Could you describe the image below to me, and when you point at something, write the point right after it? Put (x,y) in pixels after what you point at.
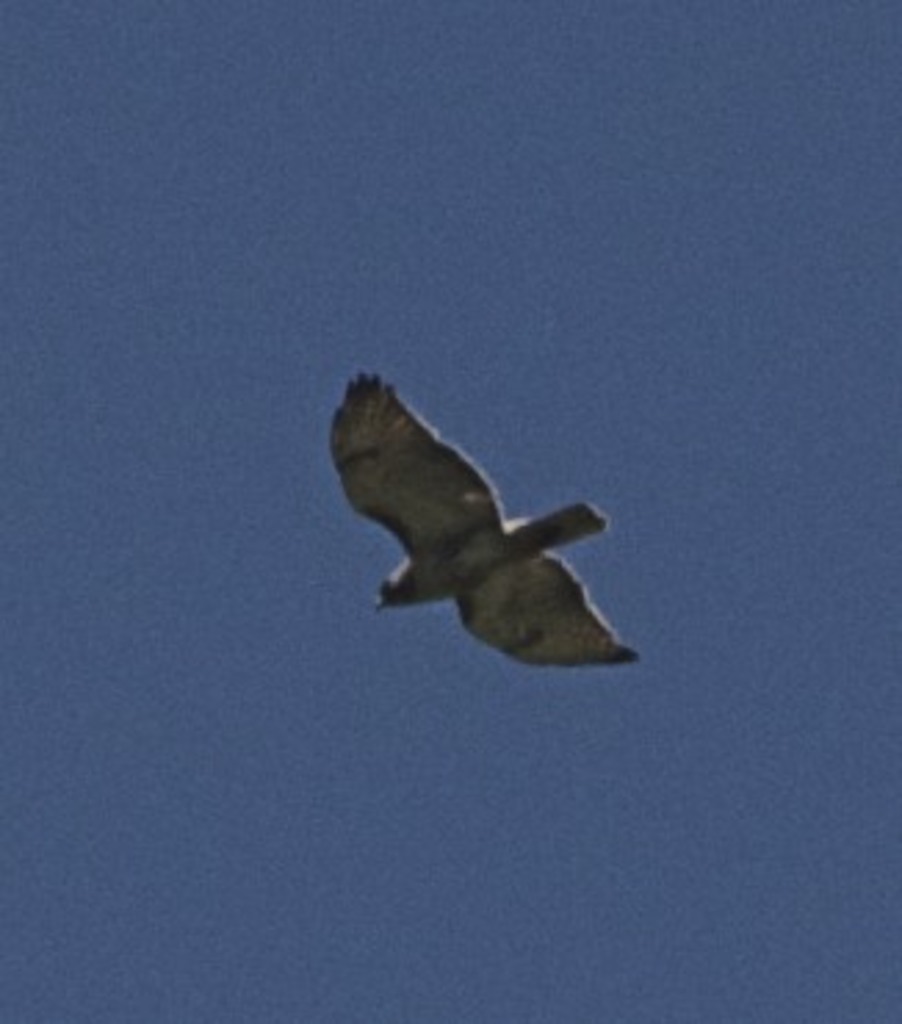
This image is taken outdoors. In the background (398,545) there is a sky (610,445). In the middle of the image (475,583) a bird (488,511) is flying in the sky (13,910).
